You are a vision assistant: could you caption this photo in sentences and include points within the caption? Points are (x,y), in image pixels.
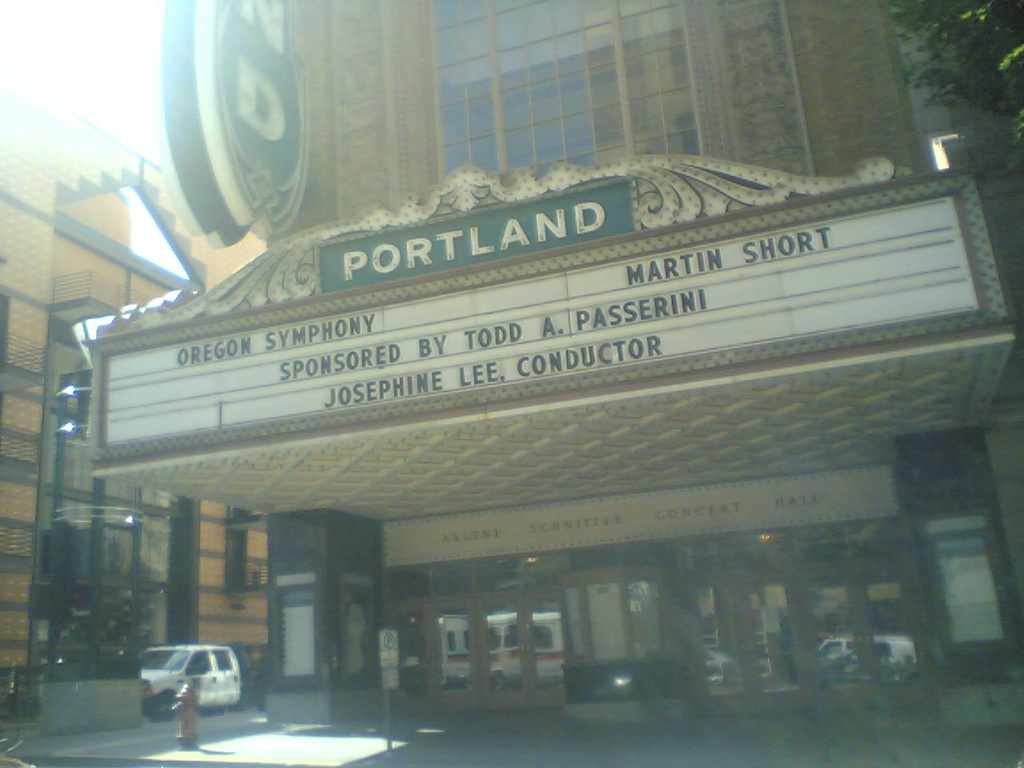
In this image we can see the building (308,657), boards (514,354), glass doors (470,613) through which we can see vehicles (880,658) moving on the road (206,718), water hydrant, trees (1011,129) and the sky (54,54) in the background (105,112).
